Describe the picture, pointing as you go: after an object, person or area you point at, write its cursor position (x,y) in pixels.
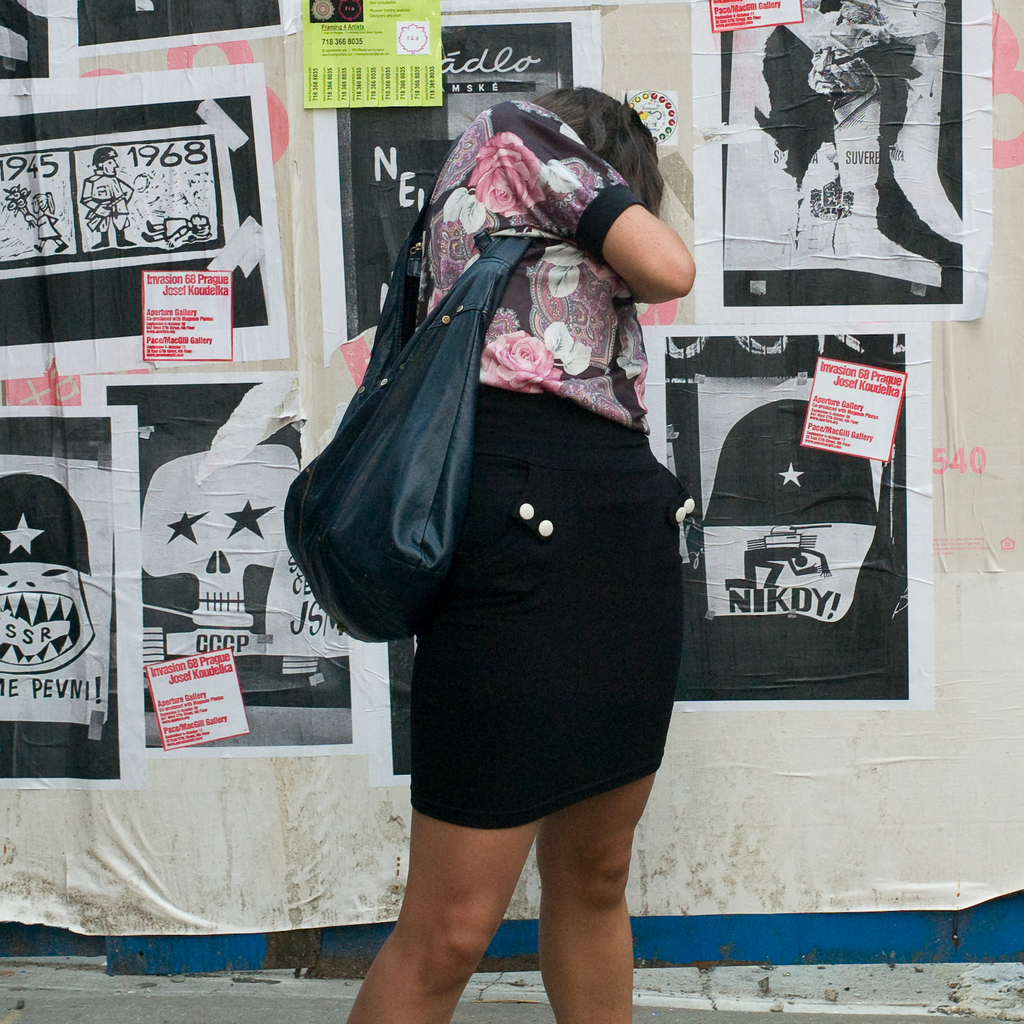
This woman (597,1007) is standing. This woman (452,908) wore a bag (425,446). On wall (824,403) there are different type of posters (769,470).
